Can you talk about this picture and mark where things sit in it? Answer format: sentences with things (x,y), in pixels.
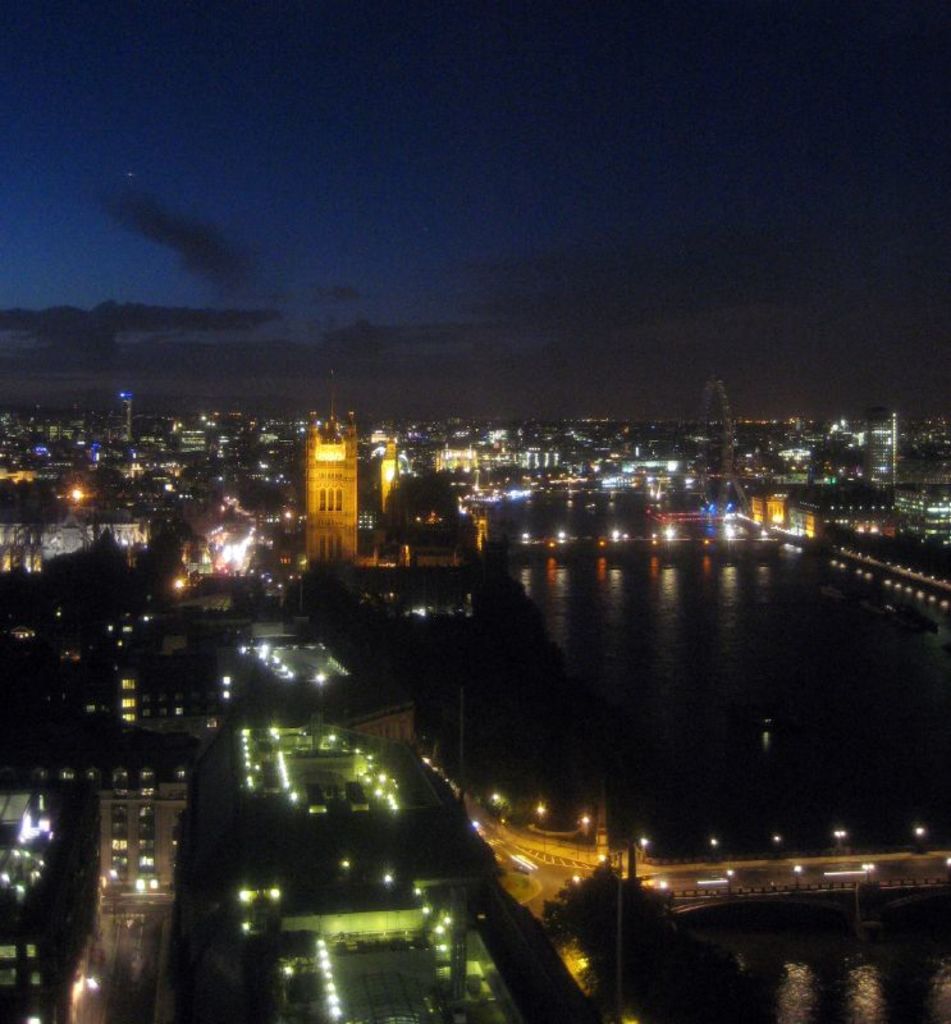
In this image we can see a night view. There are group of buildings (465,565) and we can see the lights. In the middle (572,609) we can see the water (682,656). At the top (278,207) we can see the sky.
